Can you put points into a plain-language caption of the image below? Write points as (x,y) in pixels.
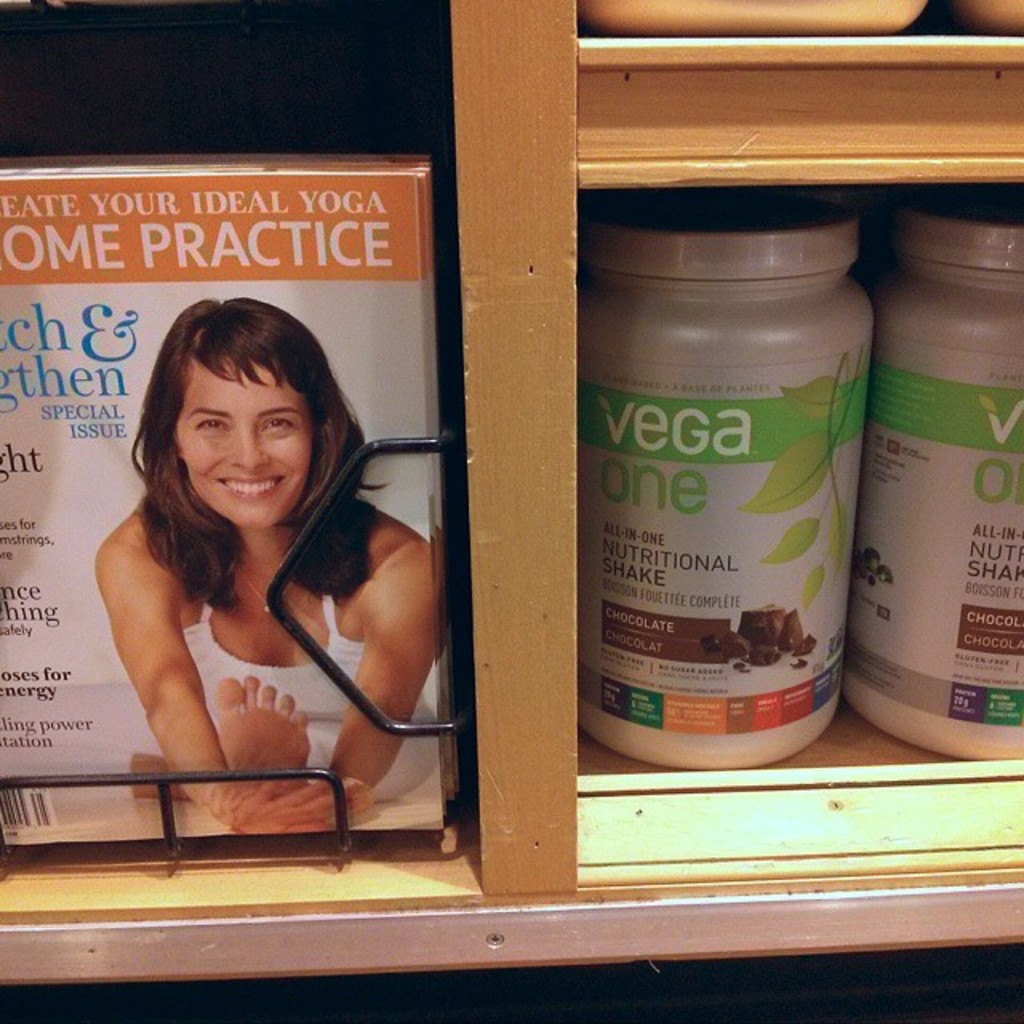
In this image there is a book (346,425) with some text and an image (330,418) of a woman (332,401) and a few bottles (849,463) are arranged in a rack (270,891).
